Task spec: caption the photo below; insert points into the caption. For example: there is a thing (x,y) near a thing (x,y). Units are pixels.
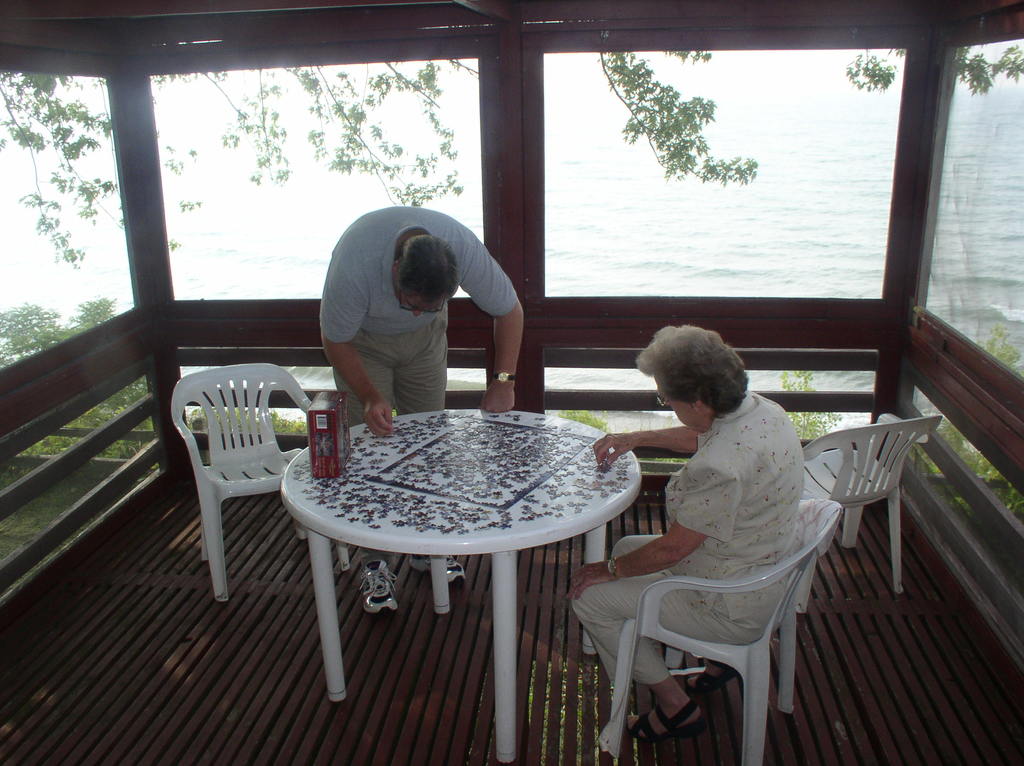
It is a wooden porch (126,51) there is a white color table (507,590) on which two people (740,530) are in the either side they are doing some work on the table (506,604), in the background (629,200) there is a sea (733,187) and trees (664,139).
